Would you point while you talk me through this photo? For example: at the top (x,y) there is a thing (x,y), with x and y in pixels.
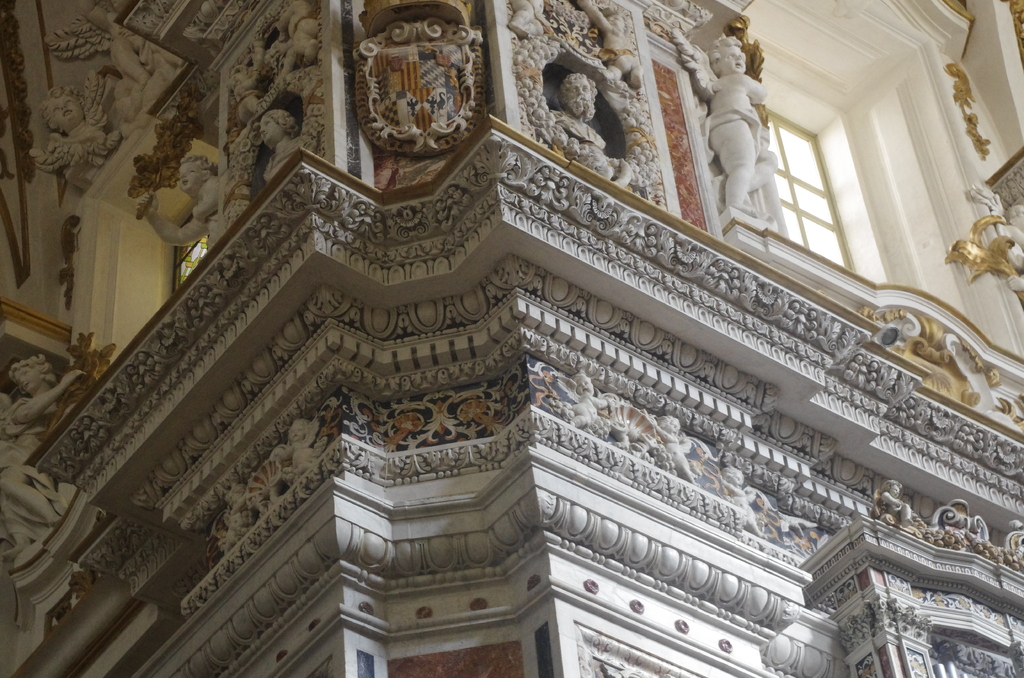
This picture shows sculpture (443,92) on the walls (713,228) of the building (844,162) and we see couple of Windows (190,252).
